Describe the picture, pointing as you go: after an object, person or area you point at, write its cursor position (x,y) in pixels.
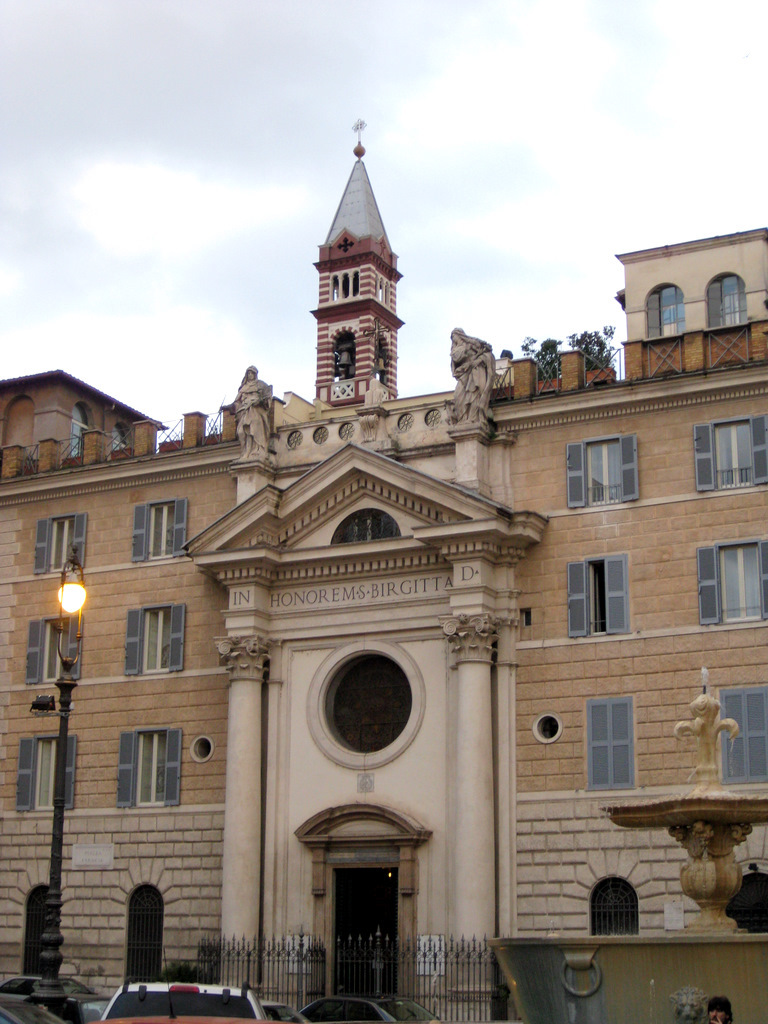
This picture is clicked outside. In the foreground (83,990) we can see the group of vehicles (85,999), light (76,596) attached to the pole (60,804) and we can see the metal fence (245,979) and some other objects (721,906). In the center (501,631) there is a building (527,494) and we can sculptures (481,392) and the windows (716,619) and the wall (366,617) of the building (520,584). In the background (551,90) there is a sky (377,125).
